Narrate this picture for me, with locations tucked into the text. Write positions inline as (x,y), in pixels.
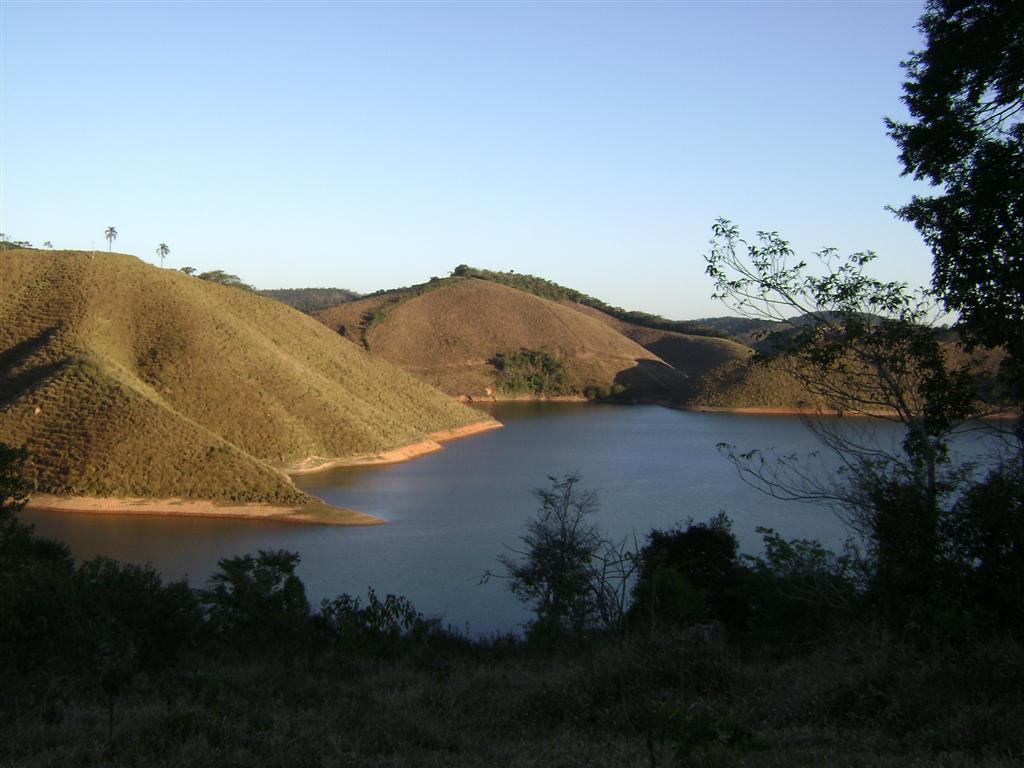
This is water (654,480). There are plants (813,629), trees (910,317), and mountain (54,333). In the background (109,121) there is sky (345,202).
